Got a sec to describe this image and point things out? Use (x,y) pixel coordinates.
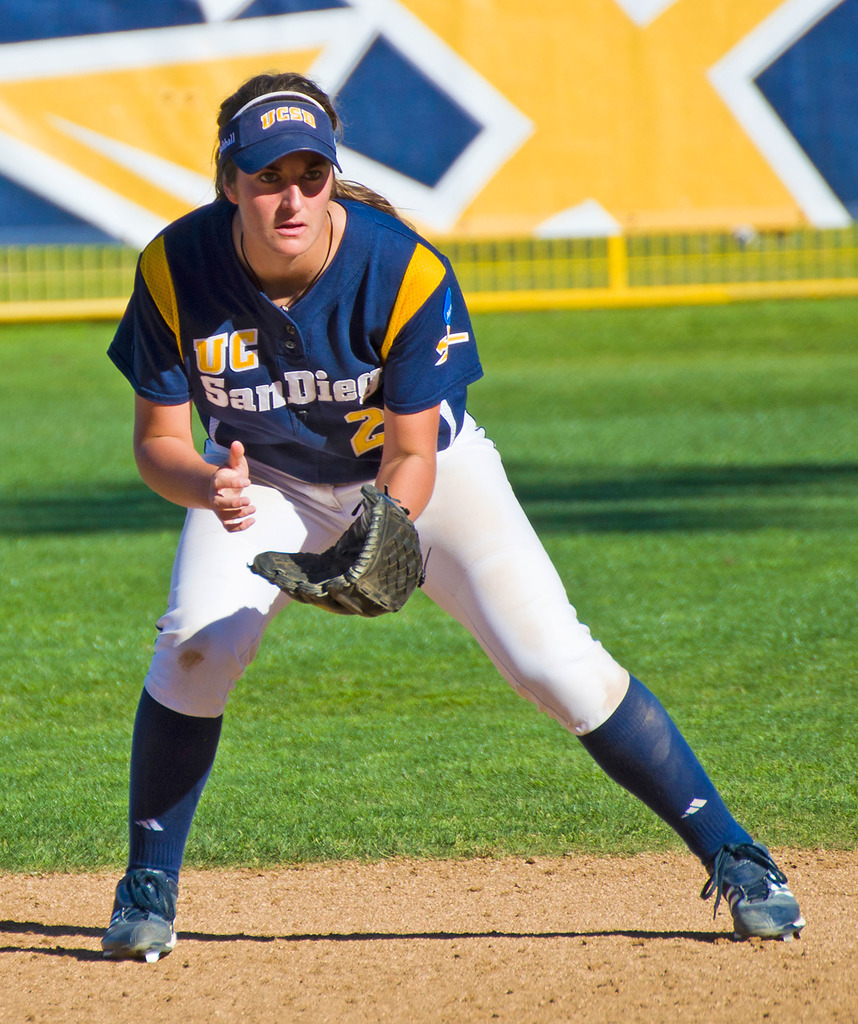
In this image there is a woman (412,484) standing on the land (525,900) having some grass (442,754). She is wearing a cap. Top of the image (783,219) there is a banner (423,223).
